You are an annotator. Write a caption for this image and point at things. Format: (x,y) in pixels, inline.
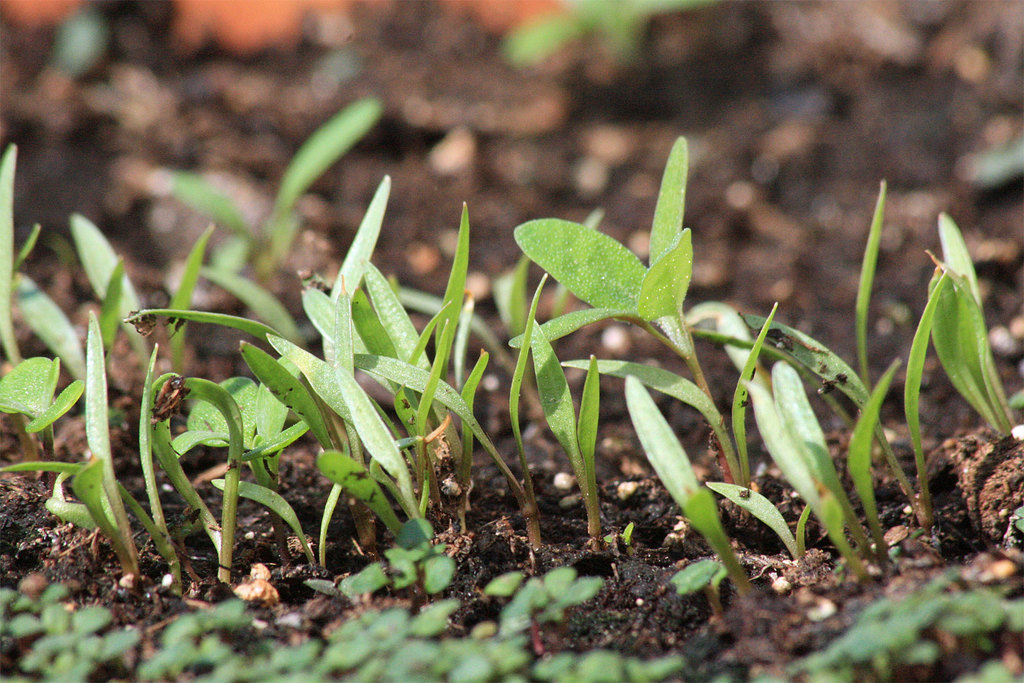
In this image we can see black soil (647,622) and plants (580,475). Top of the image (524,133) is in a blur.
